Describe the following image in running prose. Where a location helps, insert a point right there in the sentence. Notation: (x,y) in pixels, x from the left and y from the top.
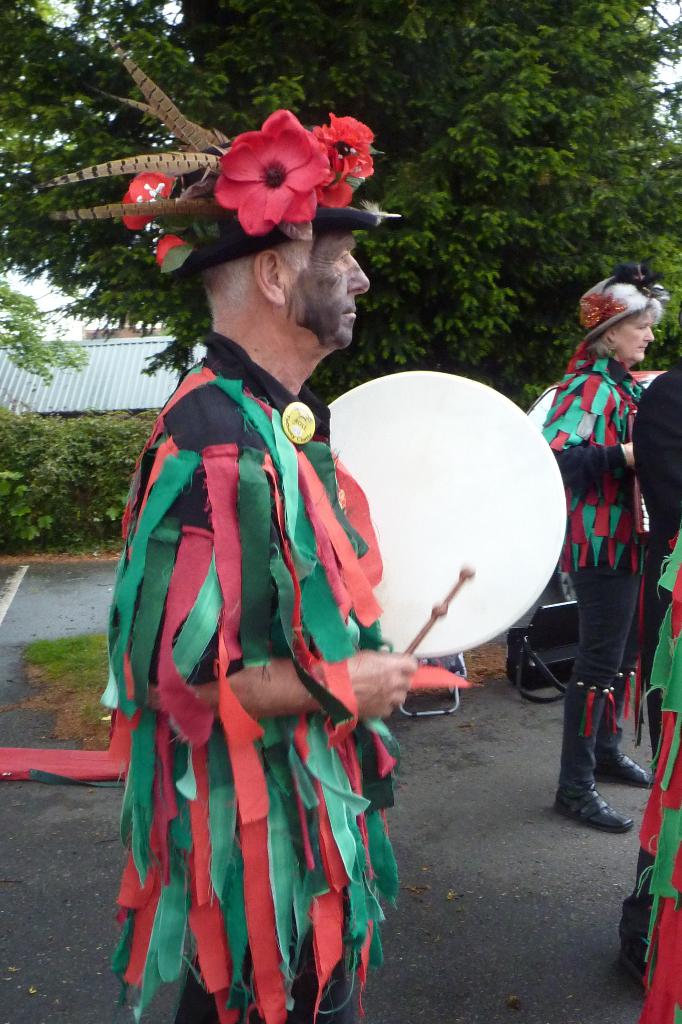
In this image we can see a man (278,416) holding drums (455,493) in his hands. He is wearing a fancy crown (147,216) on his head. In the background of the image (477,183) we can see trees (133,146) and a building (88,361).
